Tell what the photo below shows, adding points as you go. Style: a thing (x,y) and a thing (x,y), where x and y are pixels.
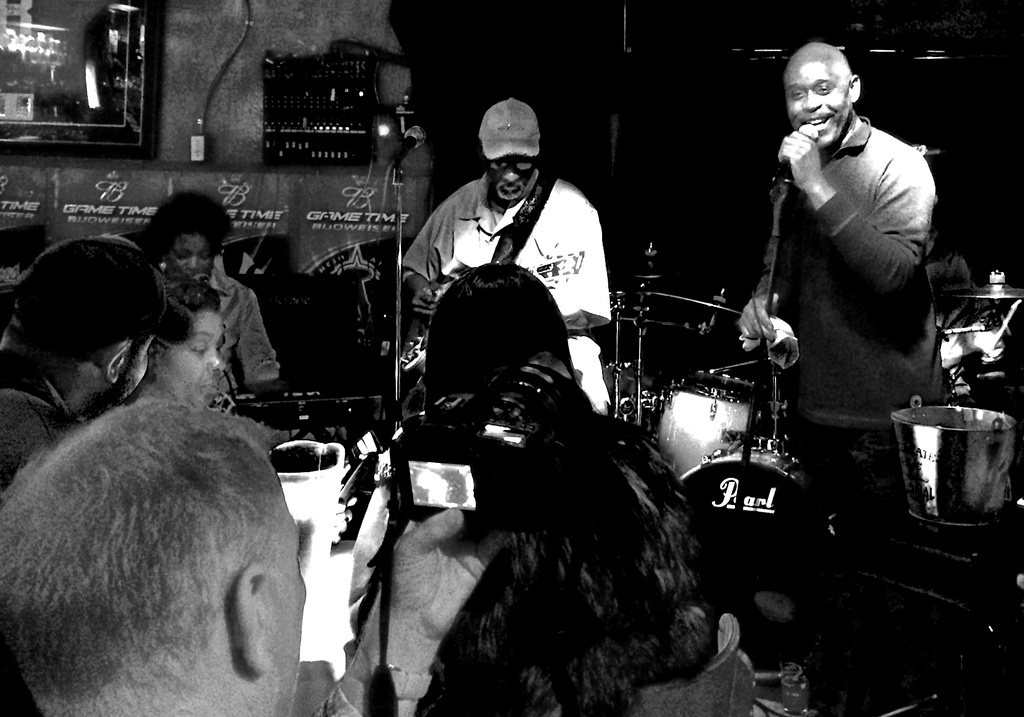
In the image in the center (577,287) we can see few people (818,49) were standing and they were holding some musical instruments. And the right side person (816,276) is holding microphone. On the left bottom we can see one person (589,552) holding camera (471,457). In the background (40,118) there is a wall (283,30), banner (345,207), glass (63,43), musical instruments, bucket (977,489) and few other objects (80,104).
